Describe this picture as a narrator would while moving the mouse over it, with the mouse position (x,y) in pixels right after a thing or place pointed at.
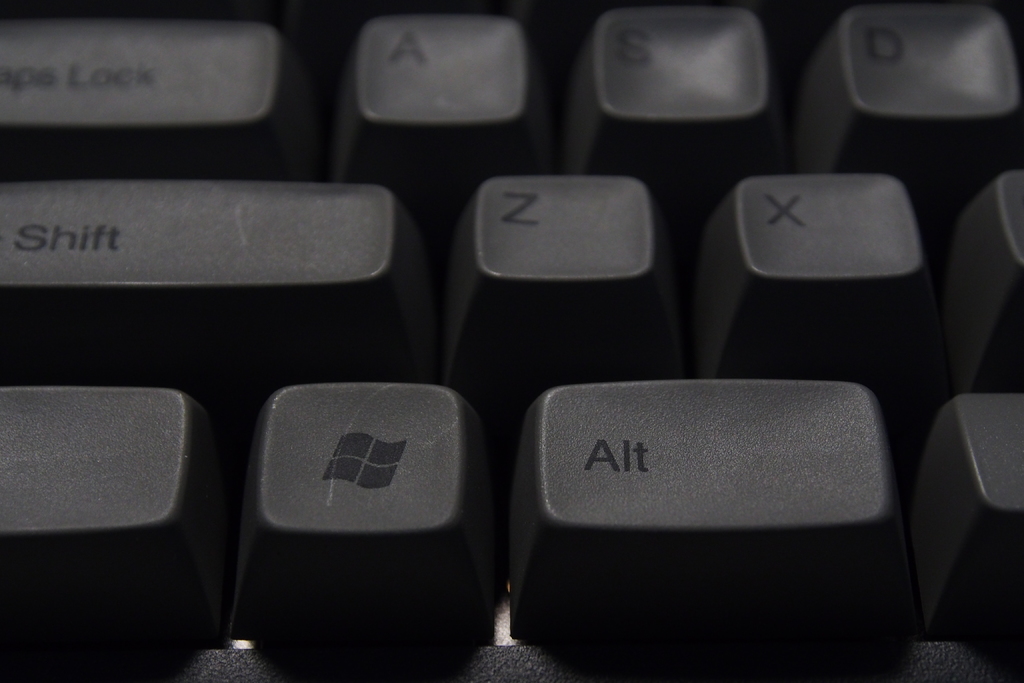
In this image we can see a keyboard (308,315).
